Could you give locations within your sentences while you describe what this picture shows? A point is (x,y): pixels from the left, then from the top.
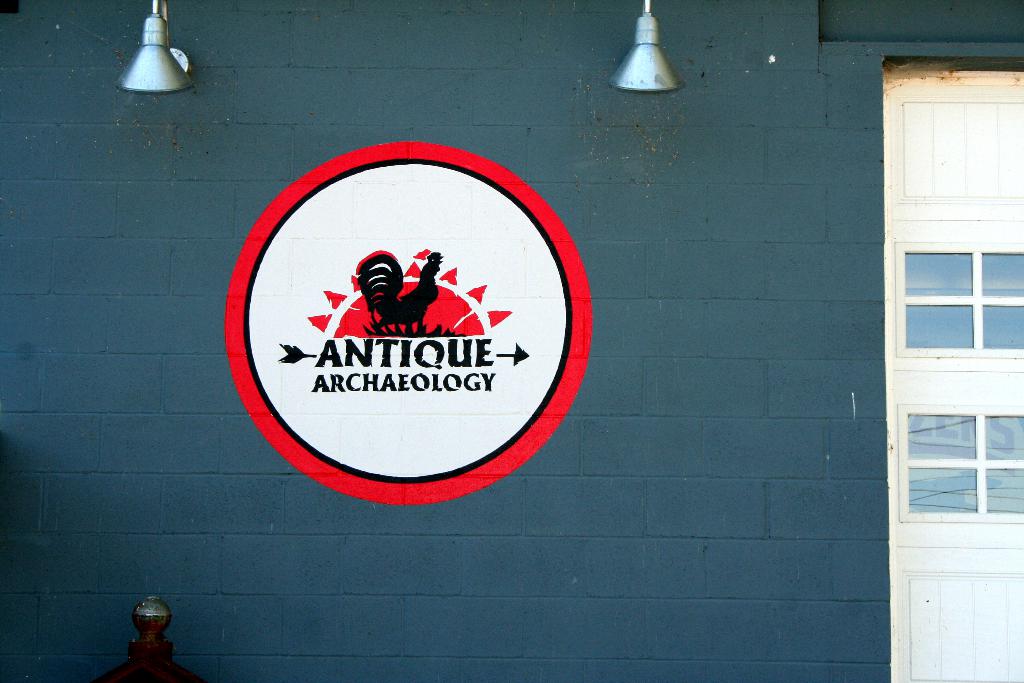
In this image there is a wall (791,131), there are objects (182,71) on the wall (307,52), there are objects (645,74) truncated towards the top of the image (649,50), there is an object (159,632) truncated towards the bottom of the image (156,617), there is a painting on the wall (466,594), there is text (362,353) on the wall (439,341), there is a door (957,311) truncated towards the right of the image (955,339).
